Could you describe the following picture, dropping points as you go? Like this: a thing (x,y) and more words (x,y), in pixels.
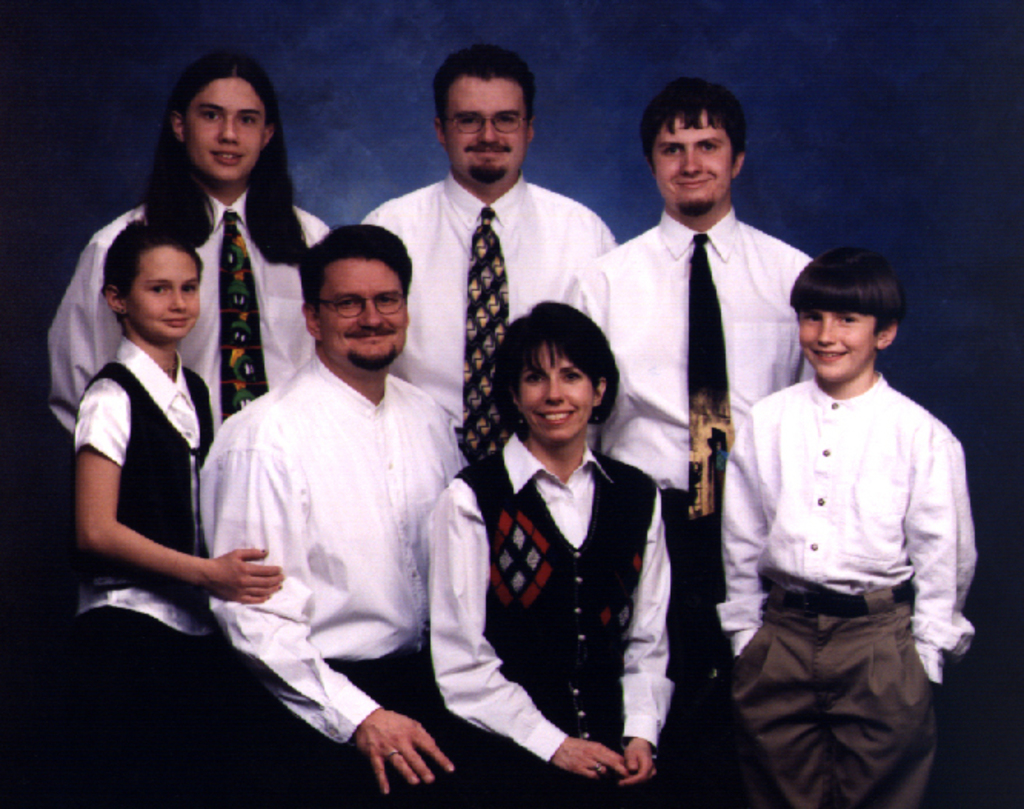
These five persons (749,294) are standing and these two persons (482,585) are sitting. Background (389,114) it is in blue color.
